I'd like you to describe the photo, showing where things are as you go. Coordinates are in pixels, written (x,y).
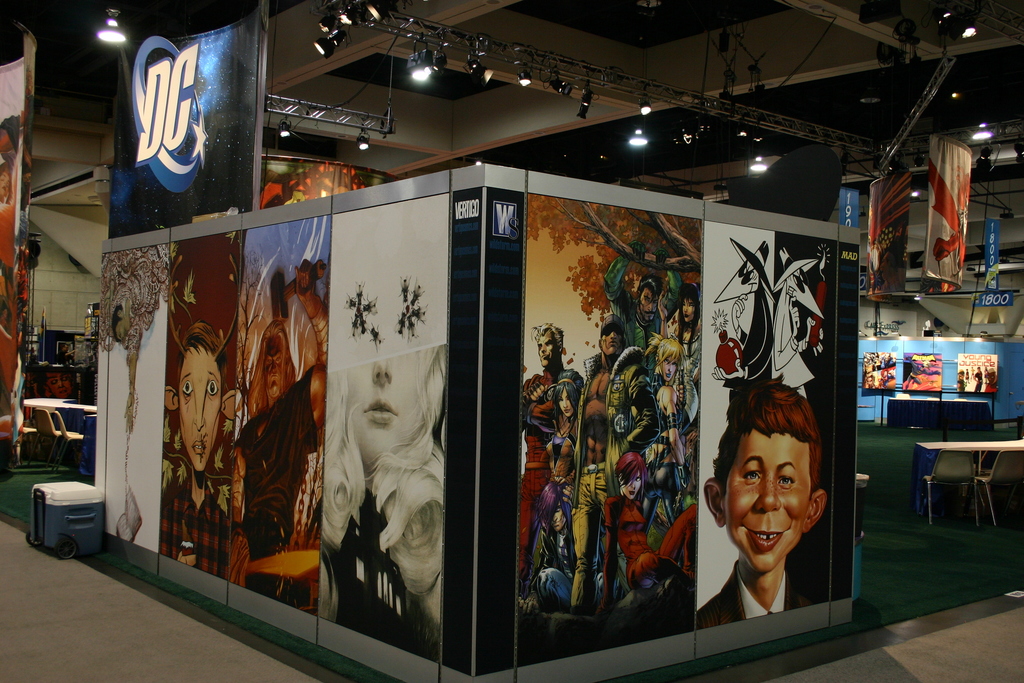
In this image we can see hoardings (523,406), tables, chairs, banners (16,378), lights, ceiling (511,115), wall (66,264), floor (116,607), carpet (909,584), and few objects (74,351).
